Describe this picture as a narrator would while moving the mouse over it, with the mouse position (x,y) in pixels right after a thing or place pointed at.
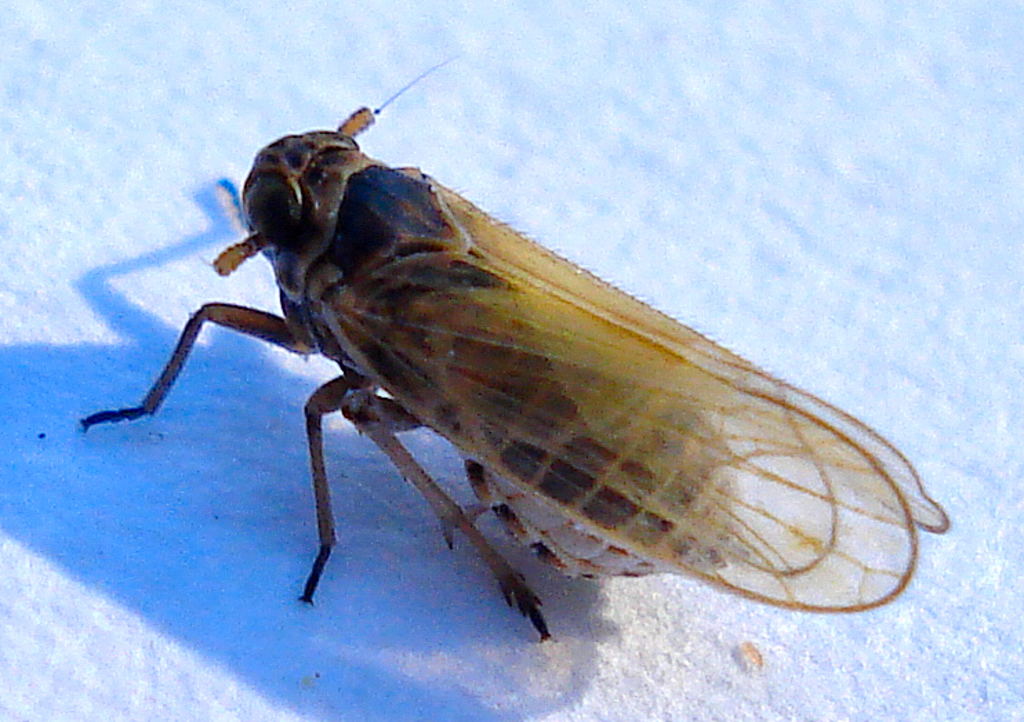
This image is taken outdoors. In the background (99,640) there is snow (843,282). In the middle of the image (500,349) there is a fly (371,311) on the snow (421,142).
